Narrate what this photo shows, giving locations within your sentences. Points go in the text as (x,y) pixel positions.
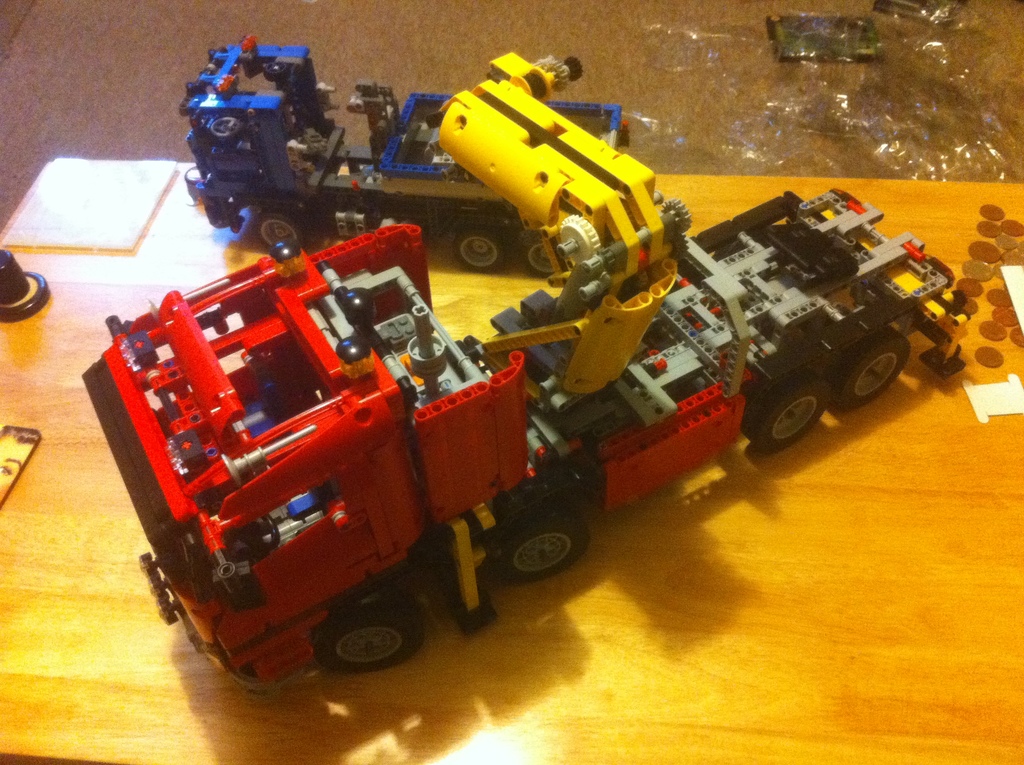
In this picture I can see the toys (340,369) which looks like the trucks (545,214). This toys (378,339) are kept on the table (1001,476). Beside that I can see the coins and papers (62,189). On the top right corner (765,150) I can see the plastic covers (804,81).
